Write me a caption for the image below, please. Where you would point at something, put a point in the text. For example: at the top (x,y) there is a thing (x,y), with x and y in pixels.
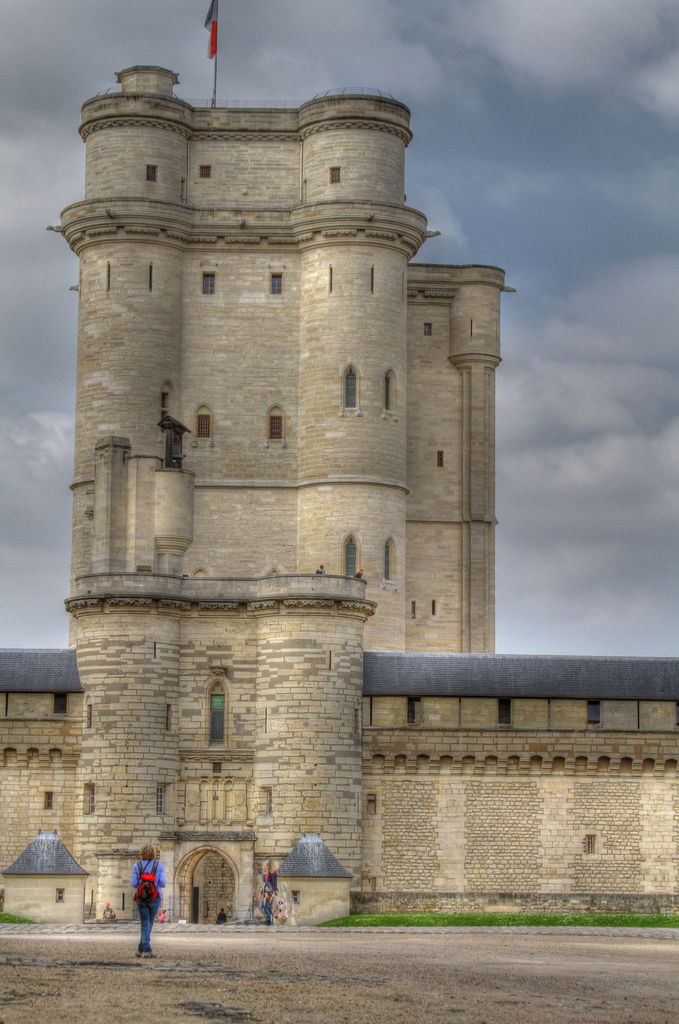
In the center of the image (260,454), we can see a flag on the fort (180,671). In the background (558,39), there are clouds (531,481) in the sky (534,11) and at the bottom (255,923), there are people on the ground (184,989).
